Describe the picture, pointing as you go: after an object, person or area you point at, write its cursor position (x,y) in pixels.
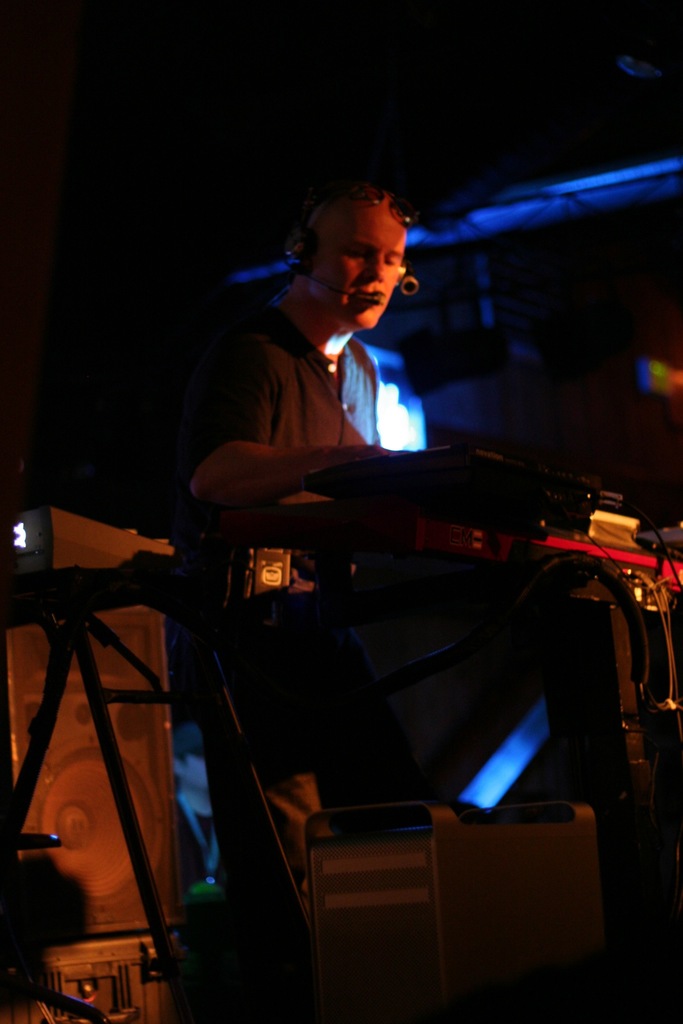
There is one man (291,572) standing and wearing a headphone (312,256) in the middle of this image (310,595). We can see some objects (493,531) on the right side of this image (494,554). It is dark in the background (233,150).
